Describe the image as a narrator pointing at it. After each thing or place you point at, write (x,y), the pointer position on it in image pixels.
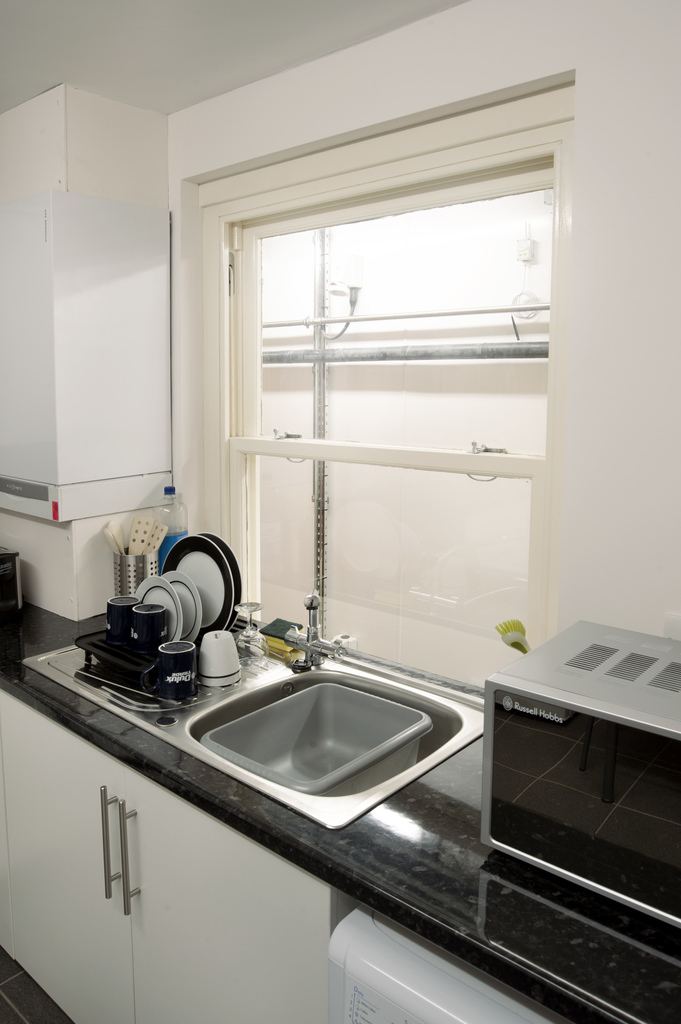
In this image I can see a sink (288,684), a water tap (326,641), a container (315,703), a window (331,334) and on the bottom left side (115,787) I can see two doors (125,883). I can also see a counter top (499,860) and on the counter top (376,880) I can see an electronic machine (491,713), number of plates (183,588), number of cups (217,647), a bottle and few other things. I can also see two white colour things (120,227) on the top left (41,197) and on the bottom right side of the image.
